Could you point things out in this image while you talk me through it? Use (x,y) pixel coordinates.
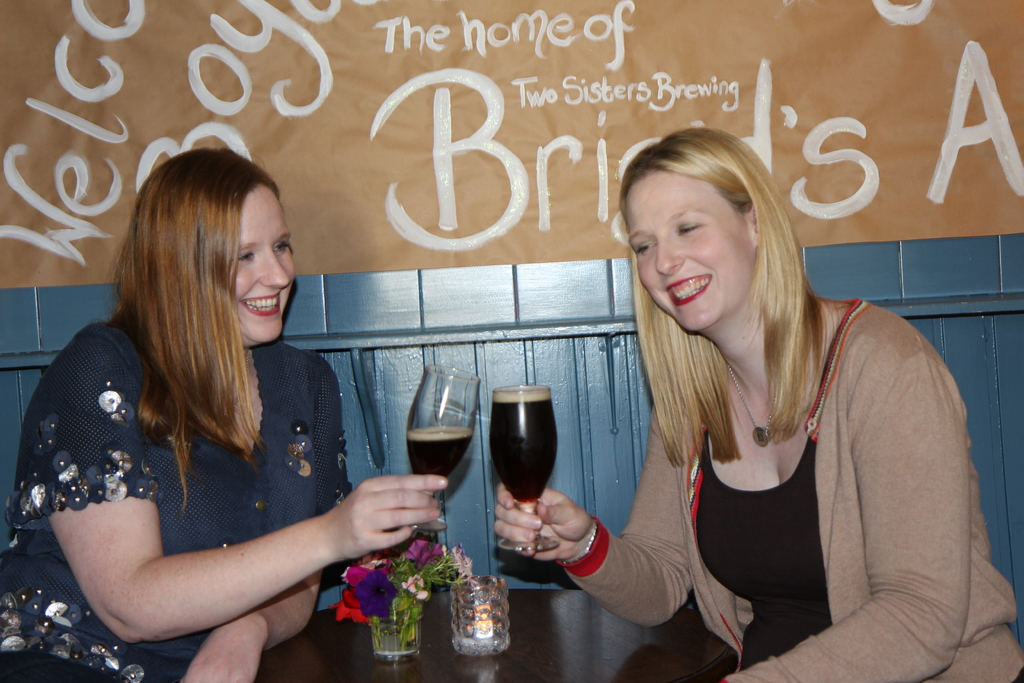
In this picture we can see two ladies (727,523) on the chair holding glasses (438,522) in front of the table (435,642) on which there is a small plant (374,618).
